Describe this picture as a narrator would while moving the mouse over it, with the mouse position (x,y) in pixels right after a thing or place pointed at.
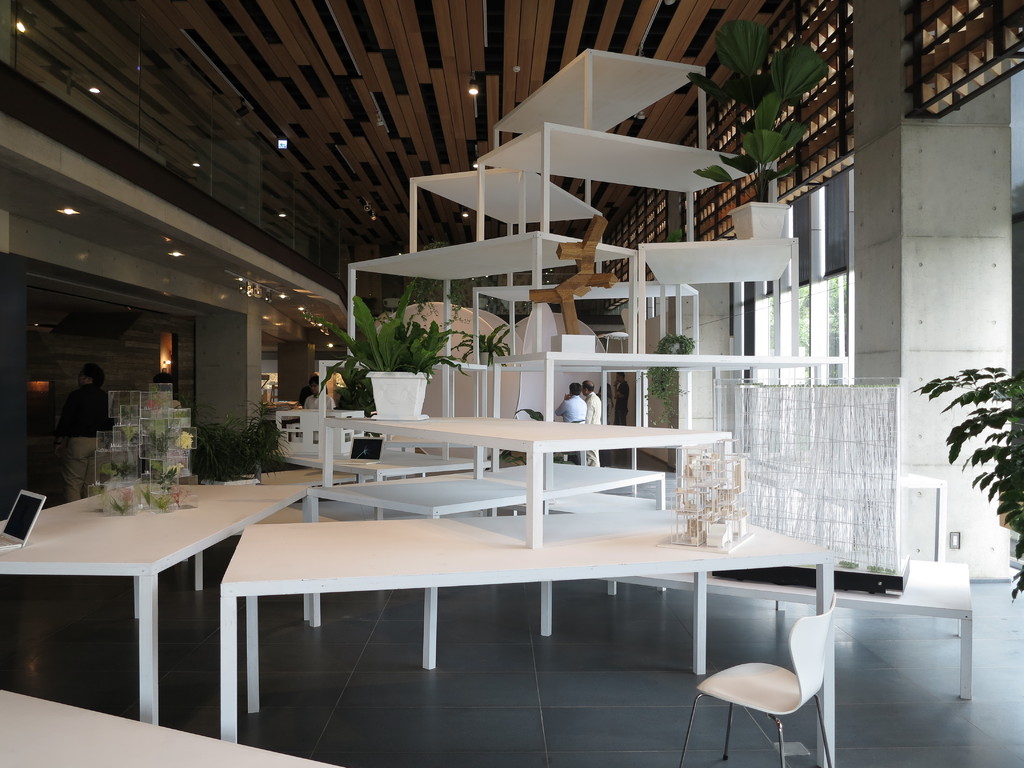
In this image, we can see some tables (477,473). There are a few chairs (831,605). We can see some objects (173,433) on the table (490,489). We can also see the ground (975,669). We can see some pillars (872,131). There are a few plants (958,421). We can see some lights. We can see the roof (424,198). There are a few people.
